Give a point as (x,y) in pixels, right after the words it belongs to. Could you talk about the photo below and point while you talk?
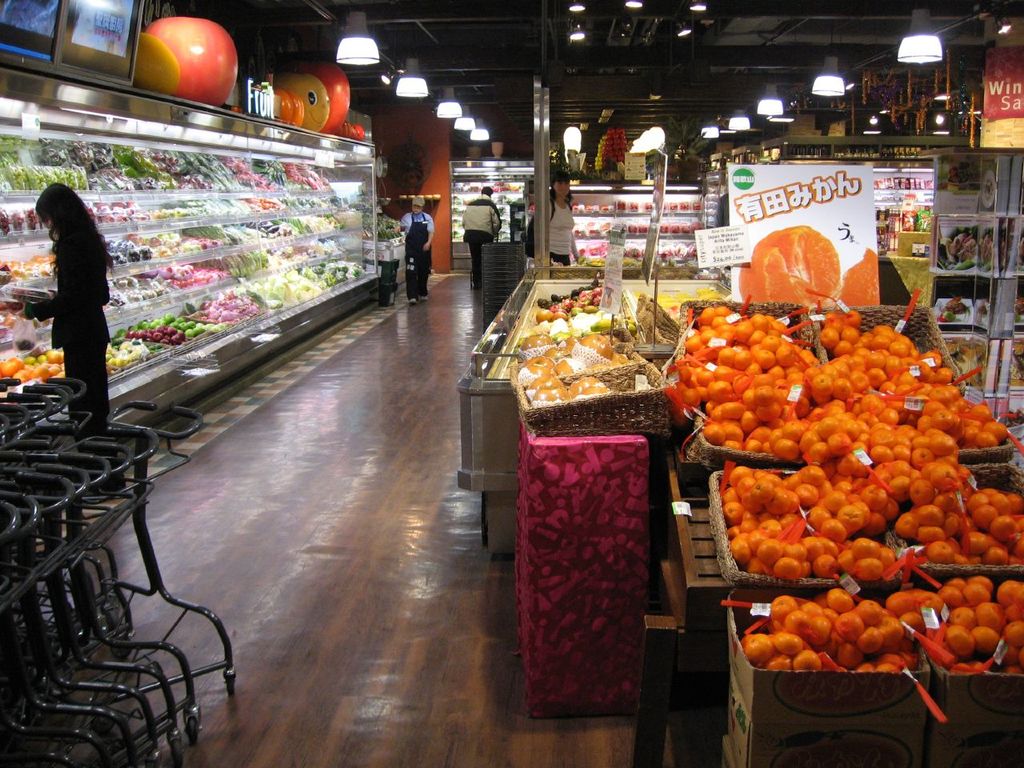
In this image there is one person (88,300) standing on the left side of this image (85,299) and there are some persons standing in middle of this image (423,271). There are some fruits (726,325) kept on a table (610,500) on the right side of this image (697,367) and there are some fruits (243,304) and food items (236,253) are kept on the left side of this image (185,212). There are some lights (392,78) arranged on the top of this image (823,80). There is a floor (378,688) in the bottom of this image (389,611). There is a trolley (27,667) on the left side of this image (45,689).
